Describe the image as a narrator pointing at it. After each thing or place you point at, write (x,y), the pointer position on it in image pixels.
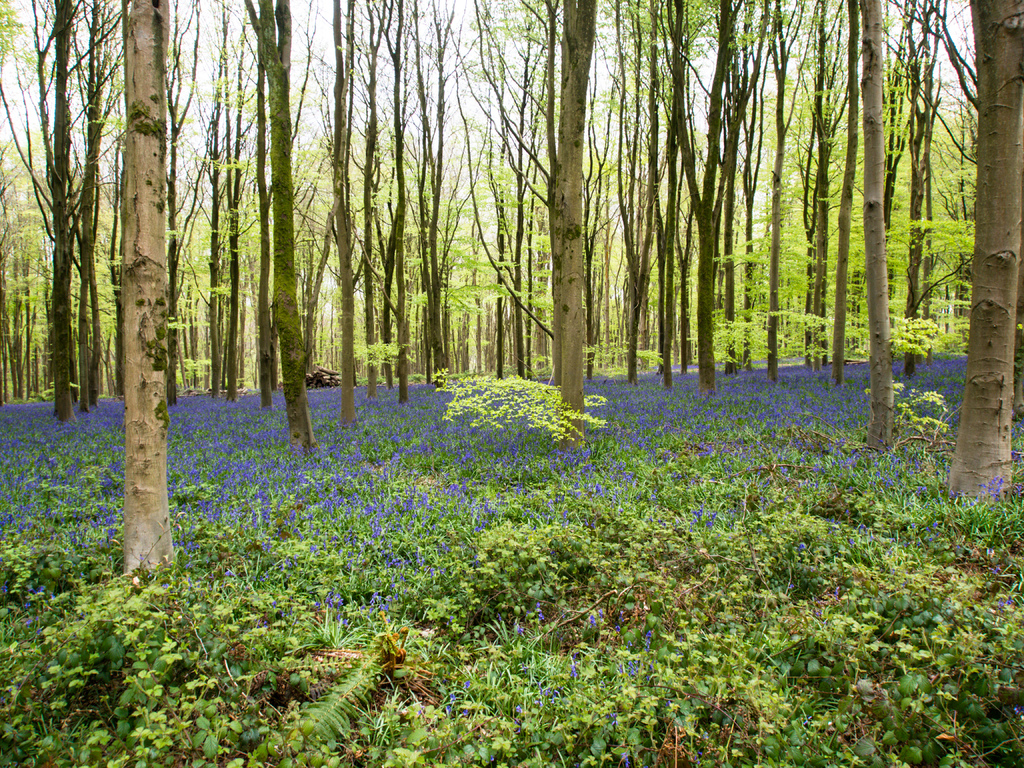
In this picture we can see plants (400,436) with flowers (421,436) and trees (352,263). Behind the trees (352,263) there is a sky (827,4).
